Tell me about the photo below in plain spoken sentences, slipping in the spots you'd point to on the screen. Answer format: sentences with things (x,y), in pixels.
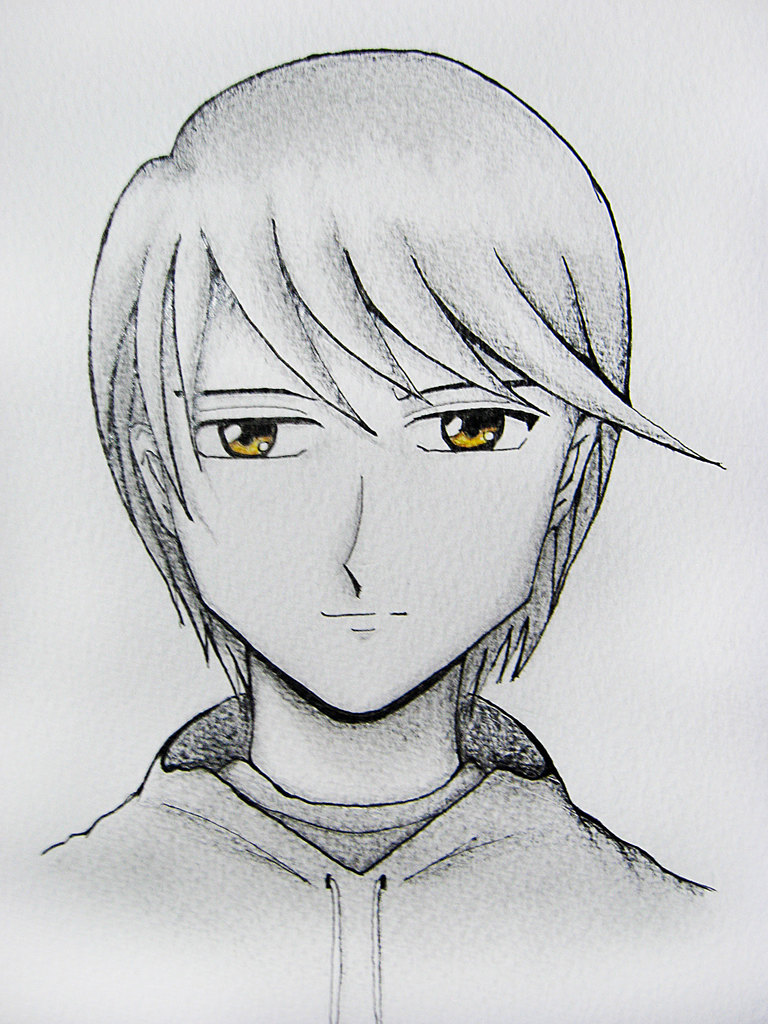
In this image there is a sketch of a person (305,508).
